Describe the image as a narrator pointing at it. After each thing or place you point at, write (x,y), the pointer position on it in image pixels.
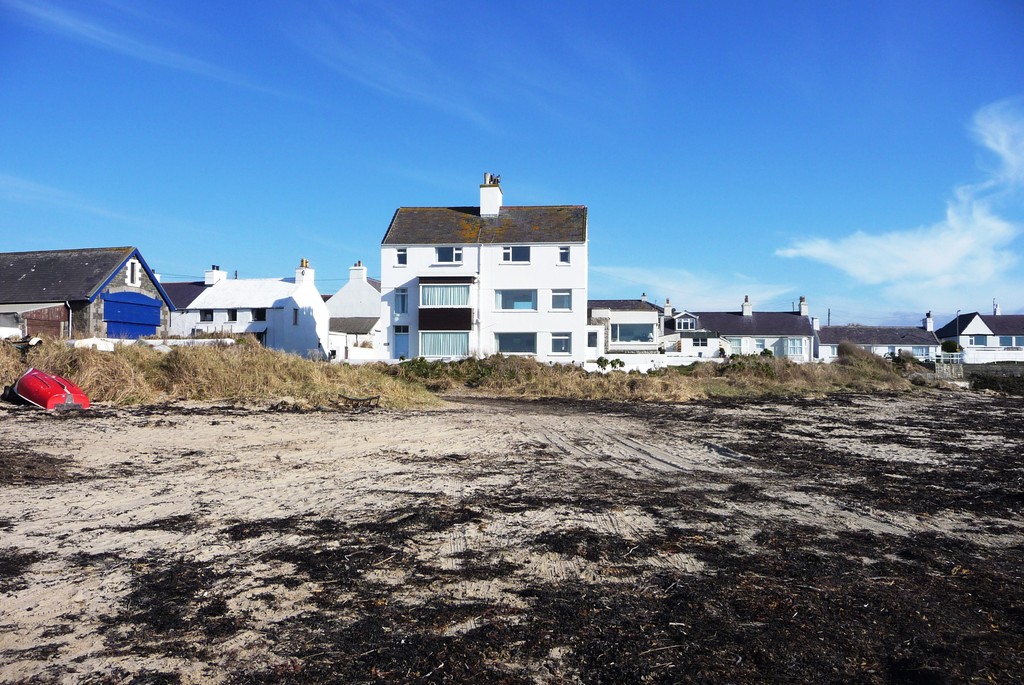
In this image I can see some object (22,387) in red color, the dried grass (277,368), few buildings (323,321) in brown and white color and the sky (586,127) is in blue and white color.
